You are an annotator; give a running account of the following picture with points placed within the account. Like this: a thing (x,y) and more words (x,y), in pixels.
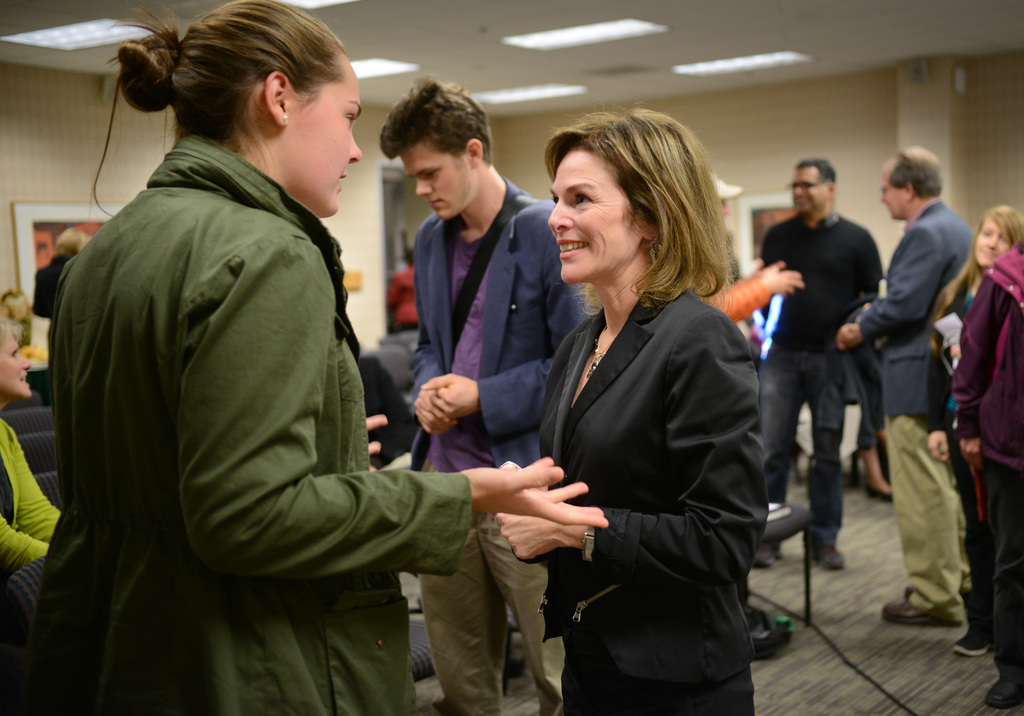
In this image there are two persons (200,662) standing, and in the background (423,80) there are group of people (1014,577) standing, chairs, frames (29,251) attached to the wall (45,76), lights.
